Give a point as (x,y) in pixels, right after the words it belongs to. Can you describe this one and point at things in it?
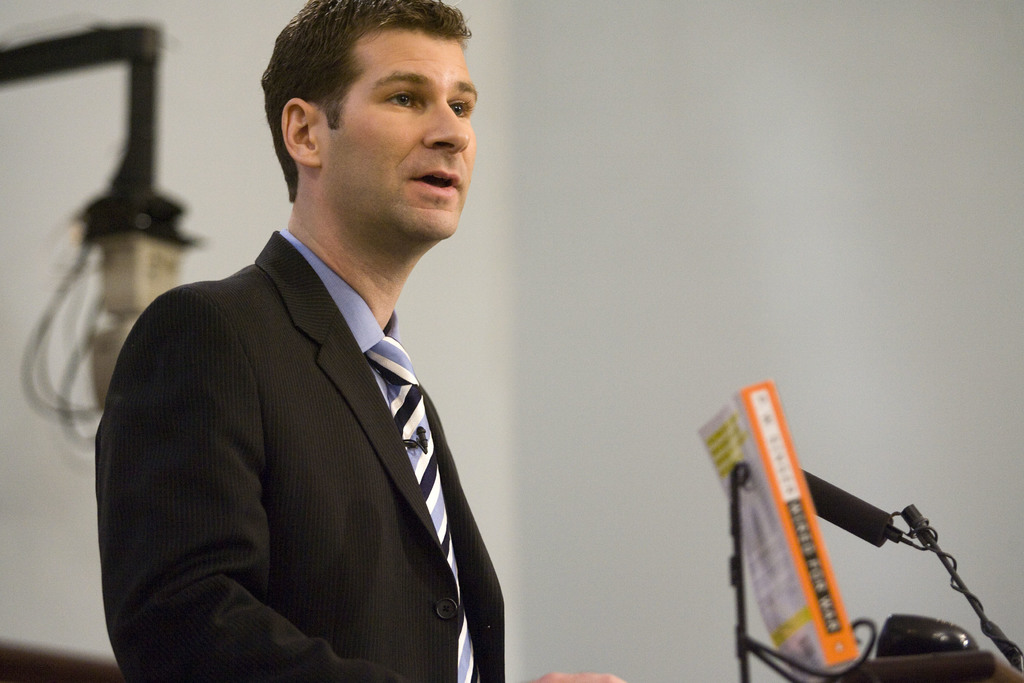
This is the man (310,462) standing. He wore a suit (359,379), shirt (397,328) and tie (436,507). This looks like a book (819,570). I think this is the mike (875,509) with a stand (944,554). This looks like a lamp (83,269). Here is the wall (747,221).
